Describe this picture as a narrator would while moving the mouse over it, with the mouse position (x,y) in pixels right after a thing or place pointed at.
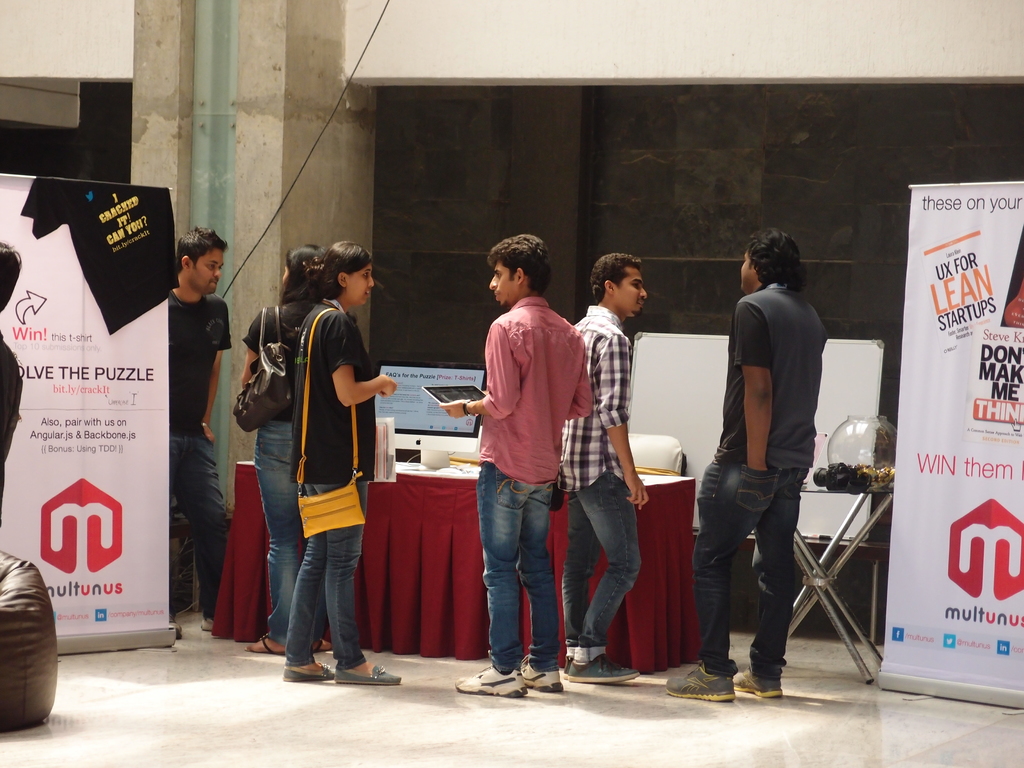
In the image there are few people (586,535) standing on the floor (479,743) in front of table (408,630) with a desktop (435,433) on it, on either sides there are banners (1004,362) and on the left side (270,188) there is a pillar (281,98), over the background (785,148) its a wall (600,206).
